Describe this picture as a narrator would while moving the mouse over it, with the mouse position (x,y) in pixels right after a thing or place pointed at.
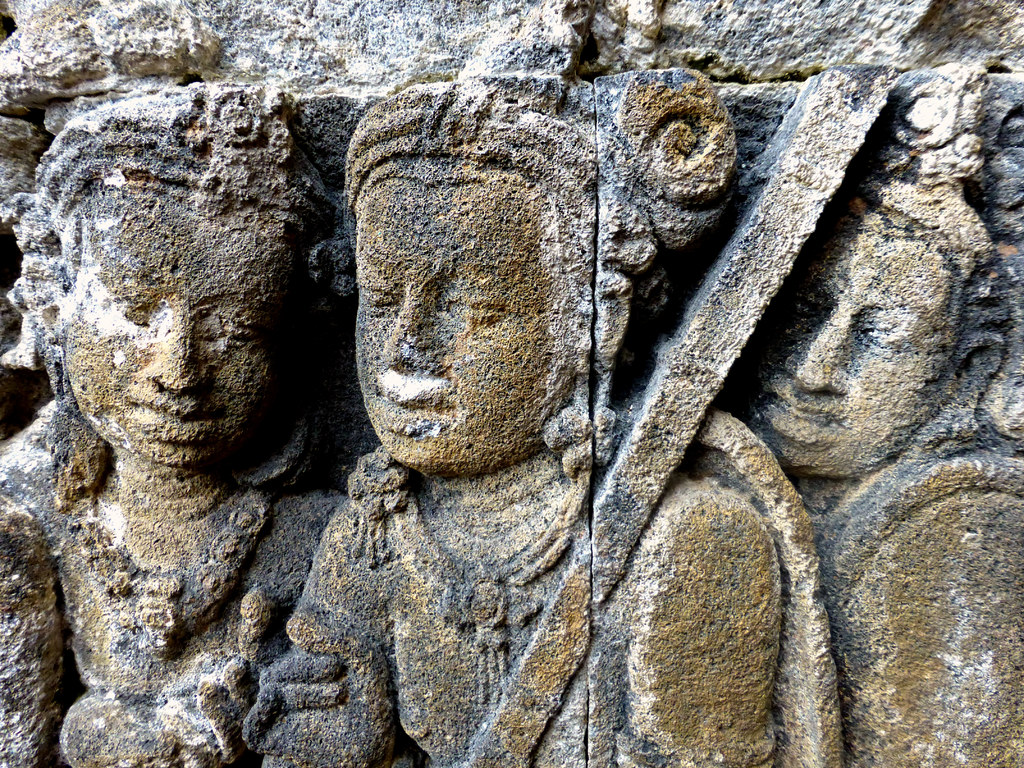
This picture contains the stone carved statues (454,416).
